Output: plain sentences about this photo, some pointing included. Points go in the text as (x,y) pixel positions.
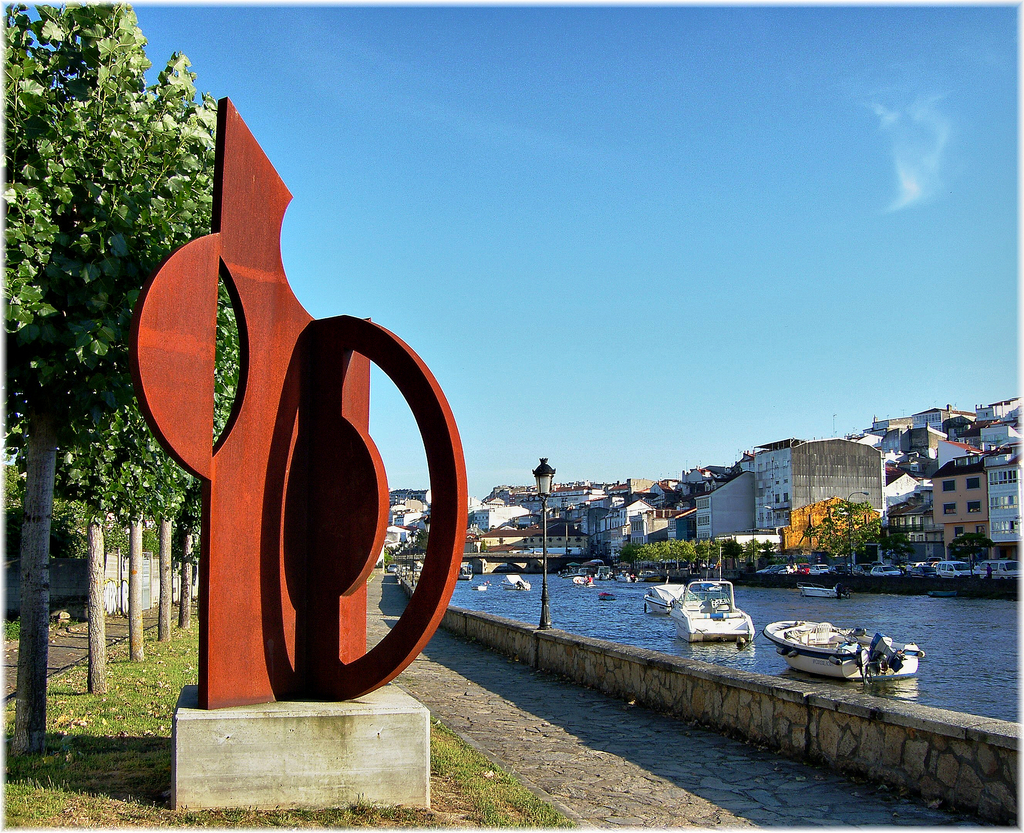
In this image we can see a memorial place (273,583). Left side of the image (95,514) trees (62,533) are there and grassy land (119,738) is present. Background of the image (946,491) buildings (744,498), poles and trees (884,547) are there. In front of the building (797,540) boats (787,632) are there on the surface of water (952,693). At the top of the image (530,168) sky (530,168) is there which is in blue color.
